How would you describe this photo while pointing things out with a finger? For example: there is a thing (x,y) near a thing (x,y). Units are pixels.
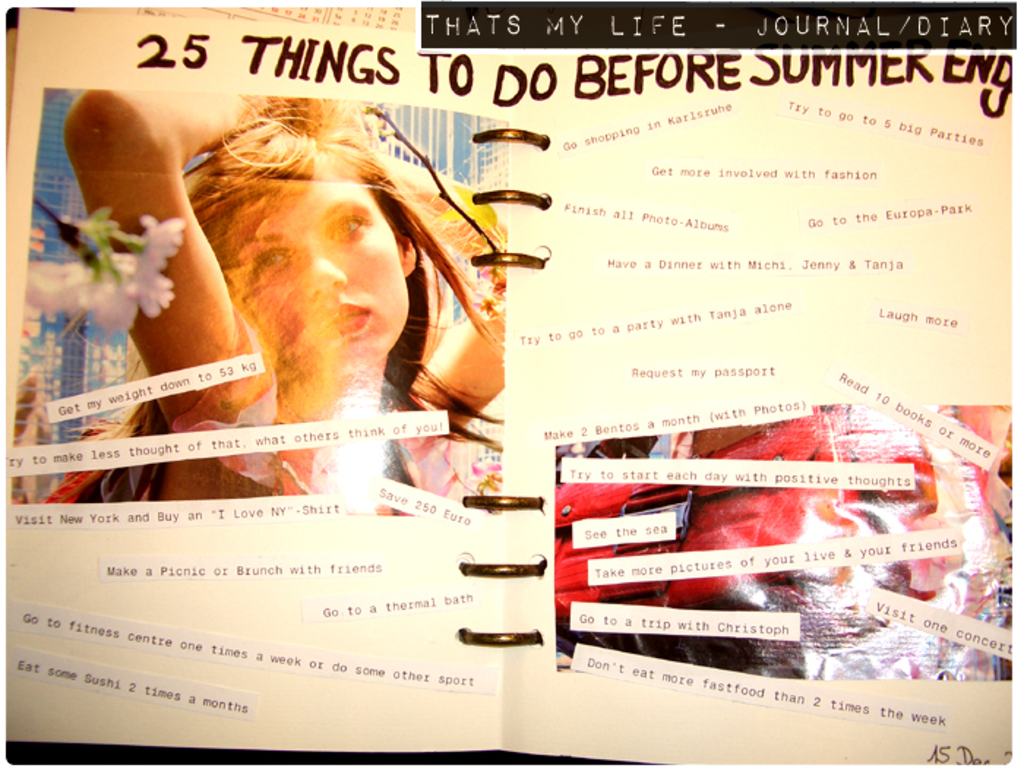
This image consists of a book (617,482). In that there are so many things (363,427) pasted. This looks like a spiral book (513,464). There is a picture (322,399) of the woman (288,344) on the left side (242,410).
